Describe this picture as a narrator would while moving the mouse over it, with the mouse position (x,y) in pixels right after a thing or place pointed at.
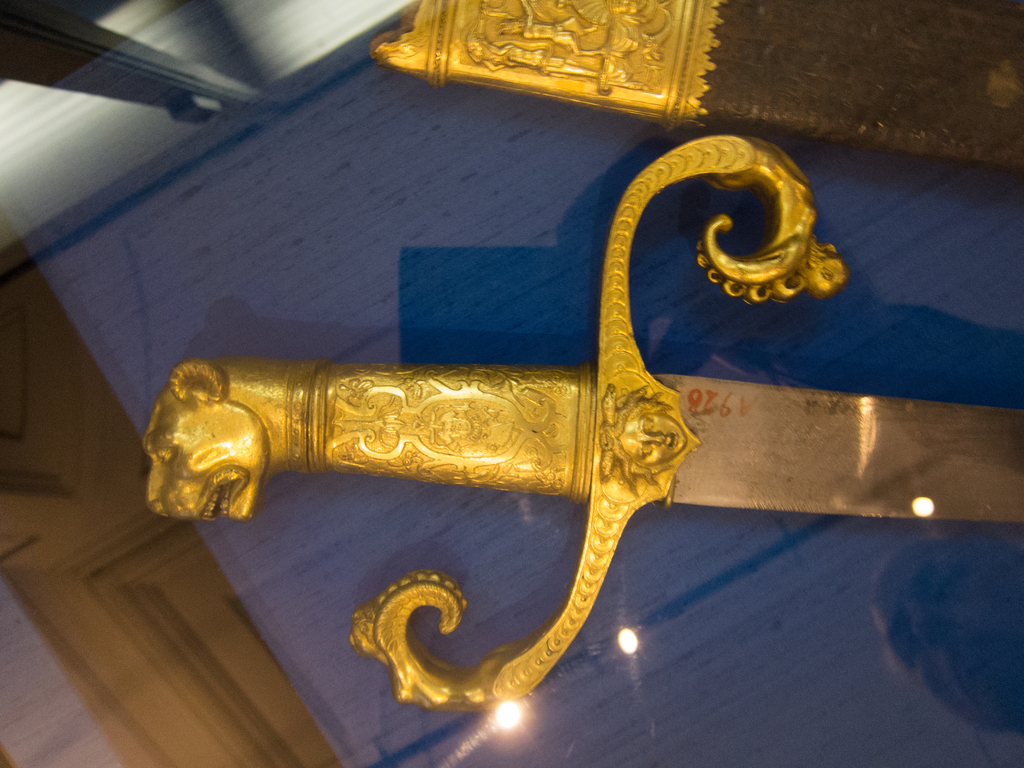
In the image there is a sword (609,425) inside a glass box (827,739), there is light reflection (921,509) visible on the glass (631,715).
